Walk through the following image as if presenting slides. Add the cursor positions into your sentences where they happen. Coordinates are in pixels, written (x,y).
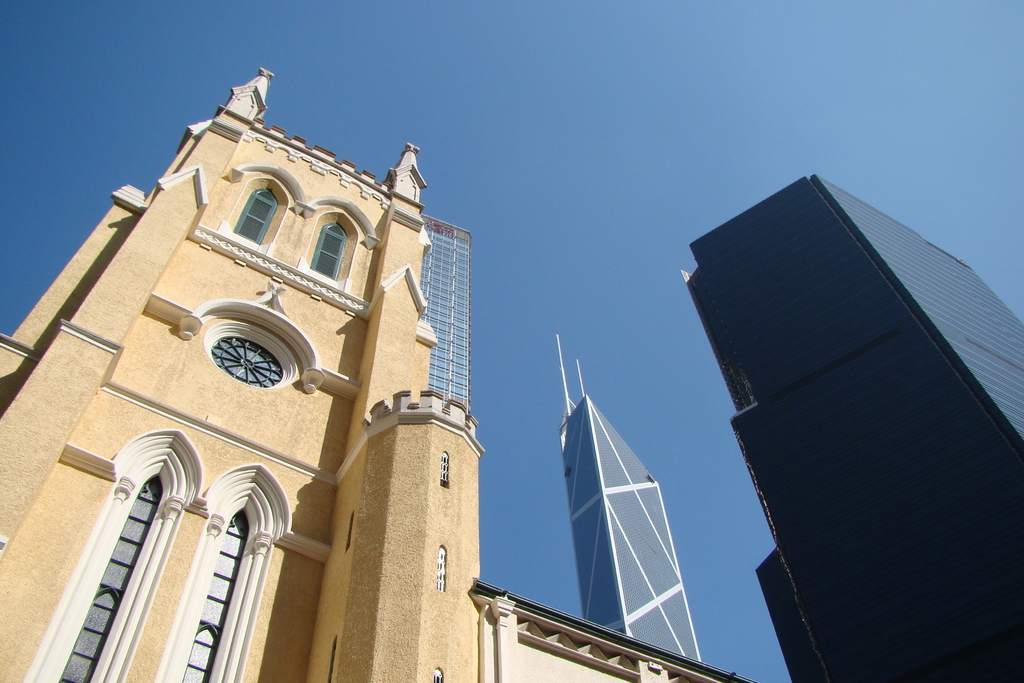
In this image we can see buildings (411,455), windows (619,438), iron grills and sky (556,362) in the background (521,536).
